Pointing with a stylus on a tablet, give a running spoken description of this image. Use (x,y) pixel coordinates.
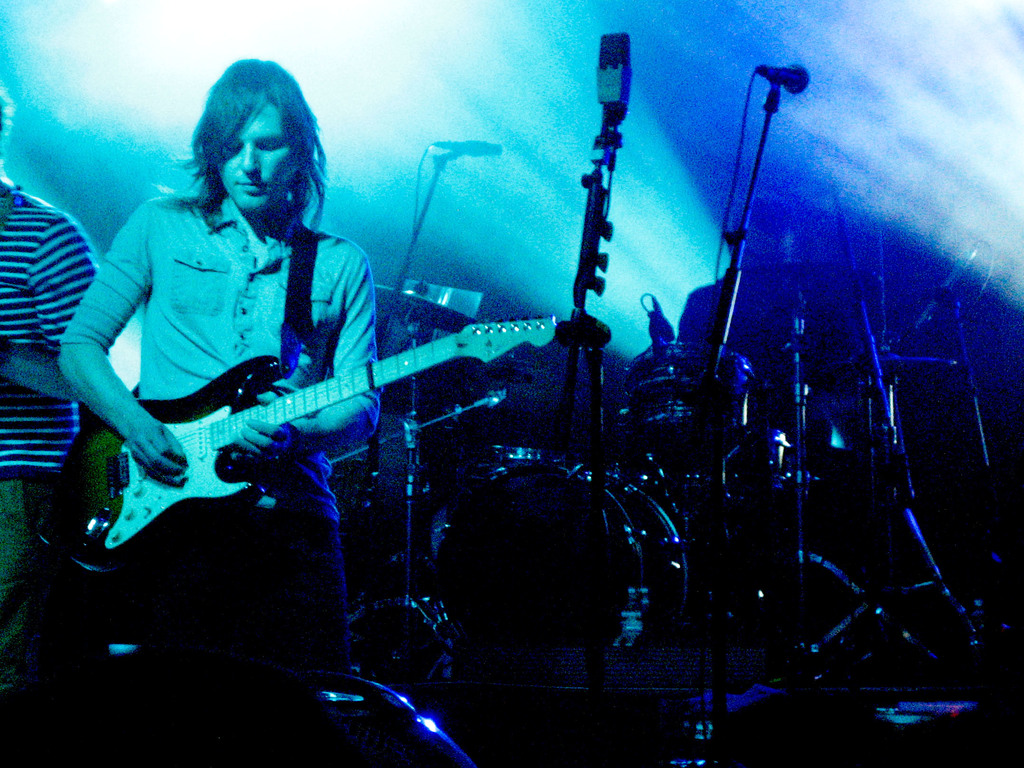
In this picture we can see a man (356,270) who is playing a guitar (450,338) and these are some musical instruments (802,414). And this is mike (781,68).
